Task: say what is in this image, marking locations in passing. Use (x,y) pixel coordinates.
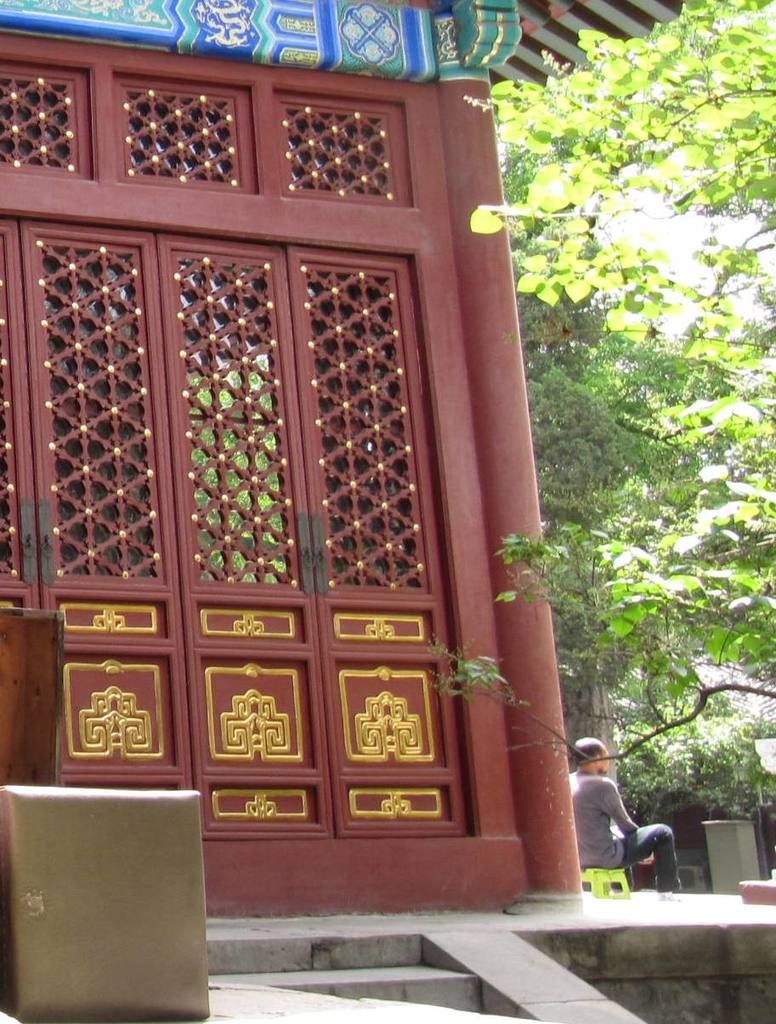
In this image we can see doors (250,410), some objects (179,844) on the left side (97,927) and there is a person (609,820) sitting on the stool (603,879) and there are few trees (679,593) on the right side (684,711).
